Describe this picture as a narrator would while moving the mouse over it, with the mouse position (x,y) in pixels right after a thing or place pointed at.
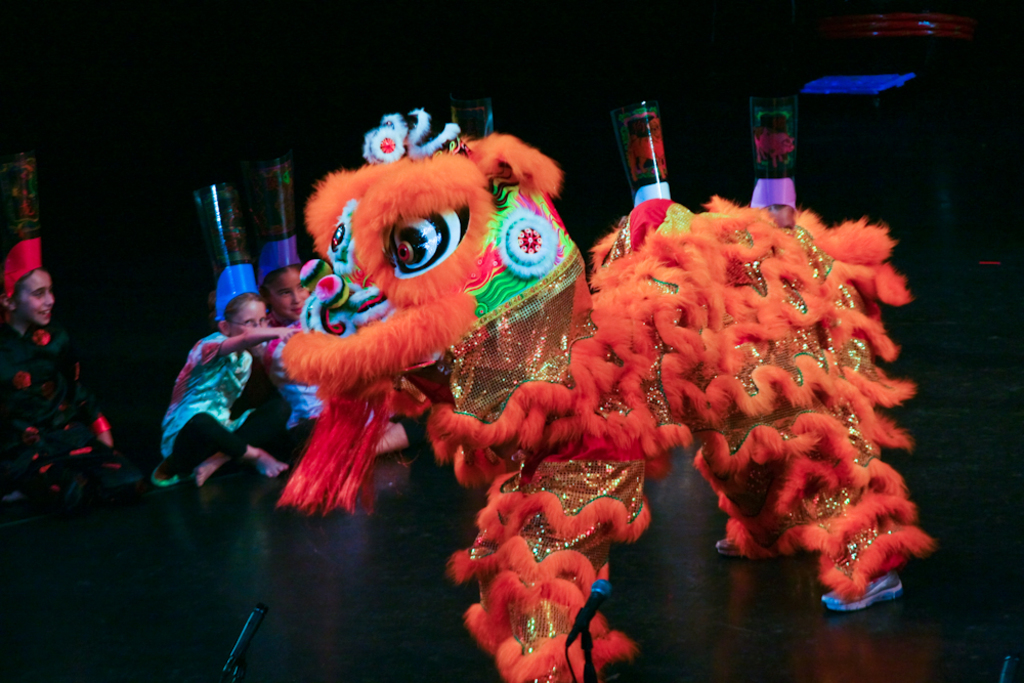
In the foreground of this image (525,486), there are persons (517,379) performing lion dance on the floor (735,558). In the background (60,448), there are persons (73,392) sitting on the floor (176,510) and there is also the dark background.
